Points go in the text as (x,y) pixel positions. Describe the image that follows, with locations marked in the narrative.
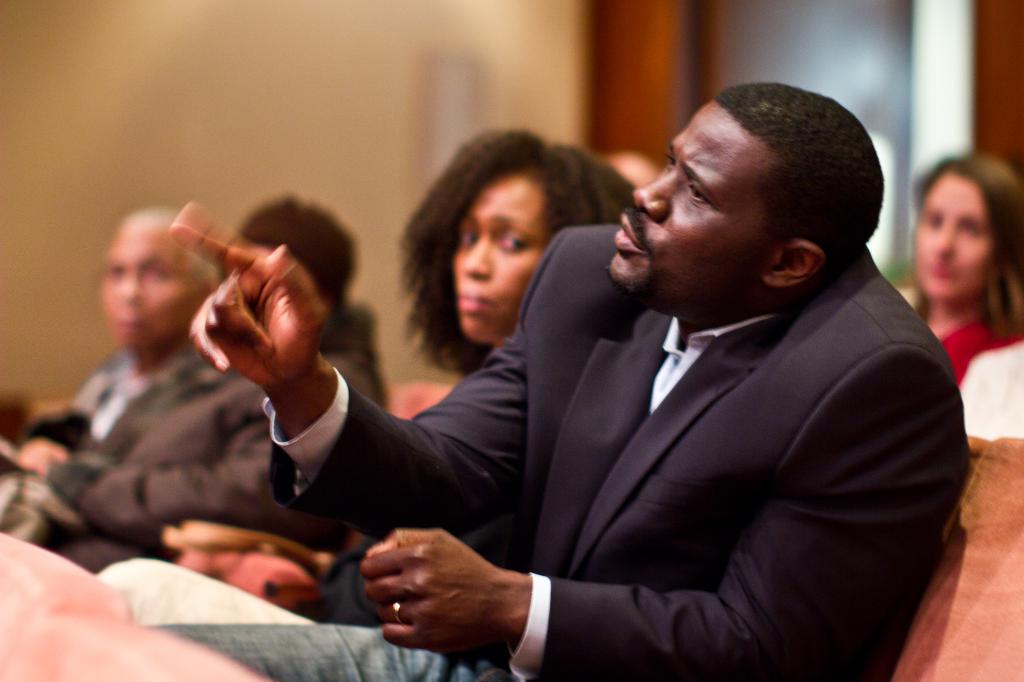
In front of the image there is a person (613,479) sitting in a chair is speaking, around the person (242,294) there are a few other people (439,270) sitting in chairs (41,602), in the background of the image (302,112) there is a wall (500,7), beside the wall (302,112) there is a door (668,80).
